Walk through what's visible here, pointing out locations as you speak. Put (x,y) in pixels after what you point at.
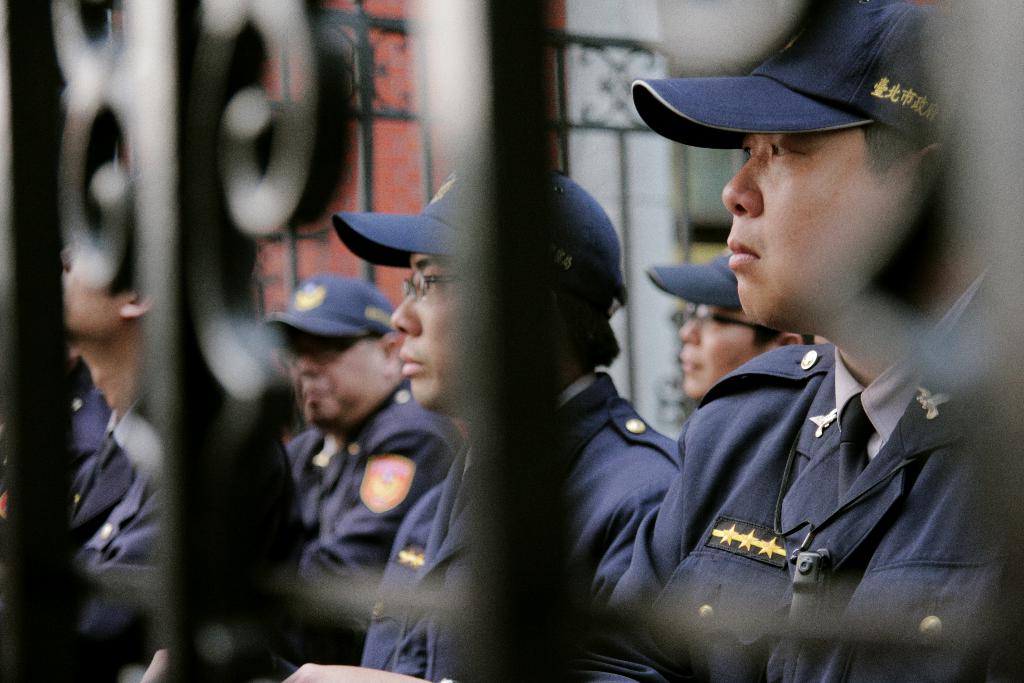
In this image, we can see people (425,228) wearing uniforms (740,434) and caps (357,282) and some are wearing glasses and we can see grilles (482,320) and a wall (659,24).
